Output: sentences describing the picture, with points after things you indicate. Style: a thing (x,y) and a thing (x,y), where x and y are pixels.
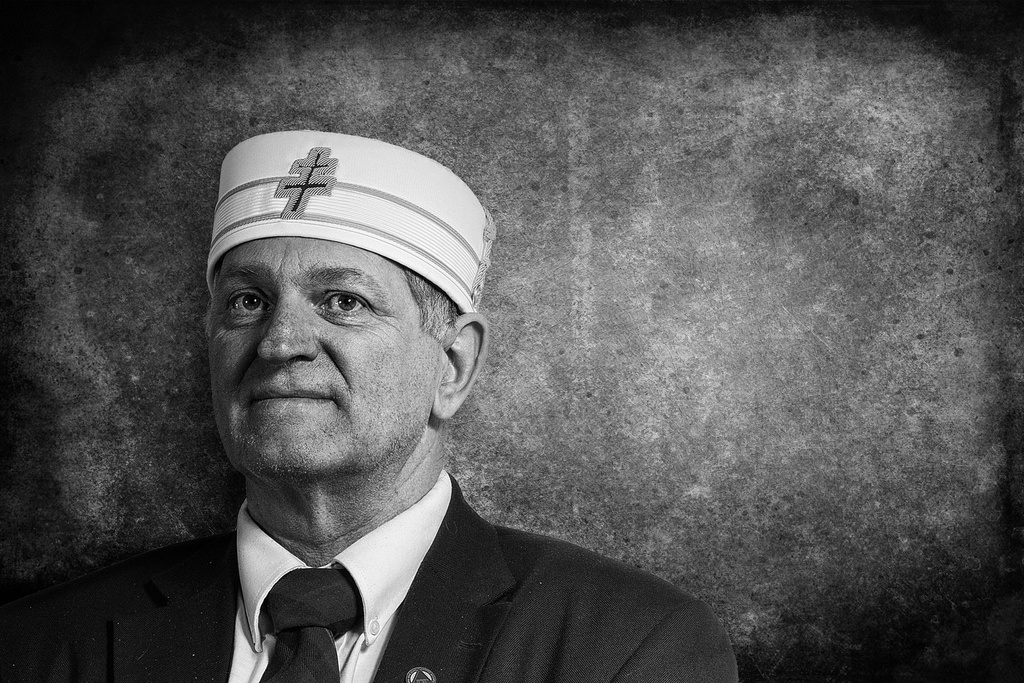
It looks like a black and white picture. We can see a person (283,587) in the blazer (94,633) with a cap (307,204). Behind the person (322,538) there is a wall (665,139).
